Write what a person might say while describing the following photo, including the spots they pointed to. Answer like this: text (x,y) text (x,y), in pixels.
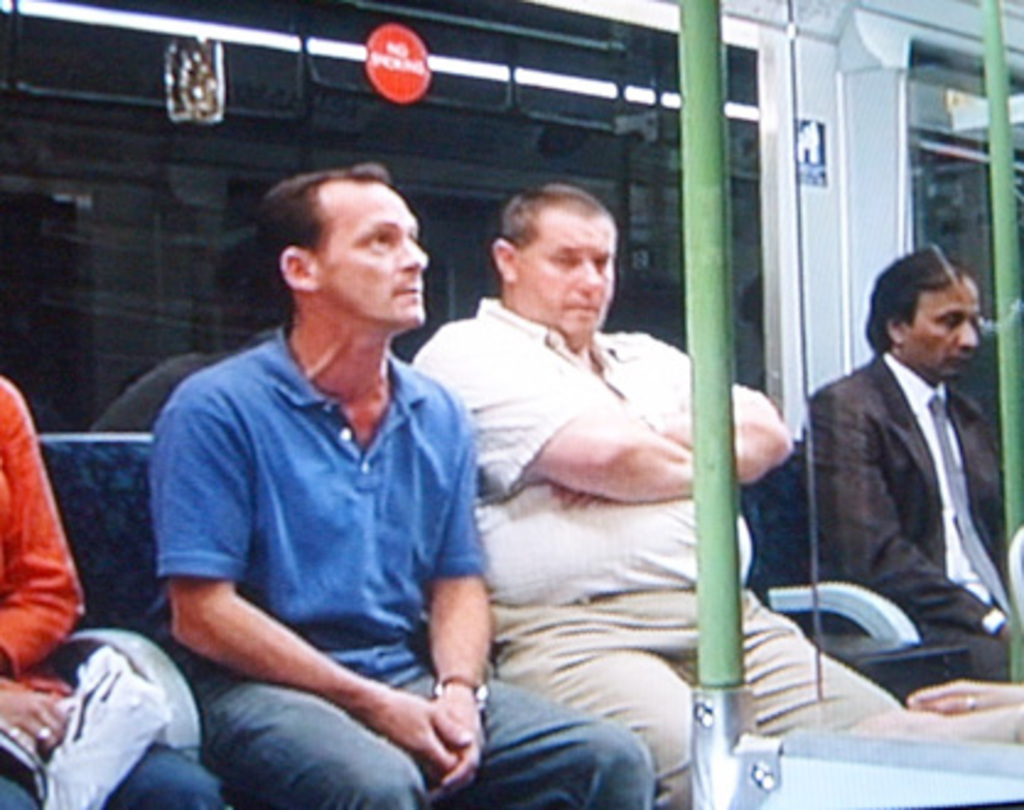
As we can see in the image there are few people (600,523) sitting on seats (145,493) and there is a pole (703,110).
